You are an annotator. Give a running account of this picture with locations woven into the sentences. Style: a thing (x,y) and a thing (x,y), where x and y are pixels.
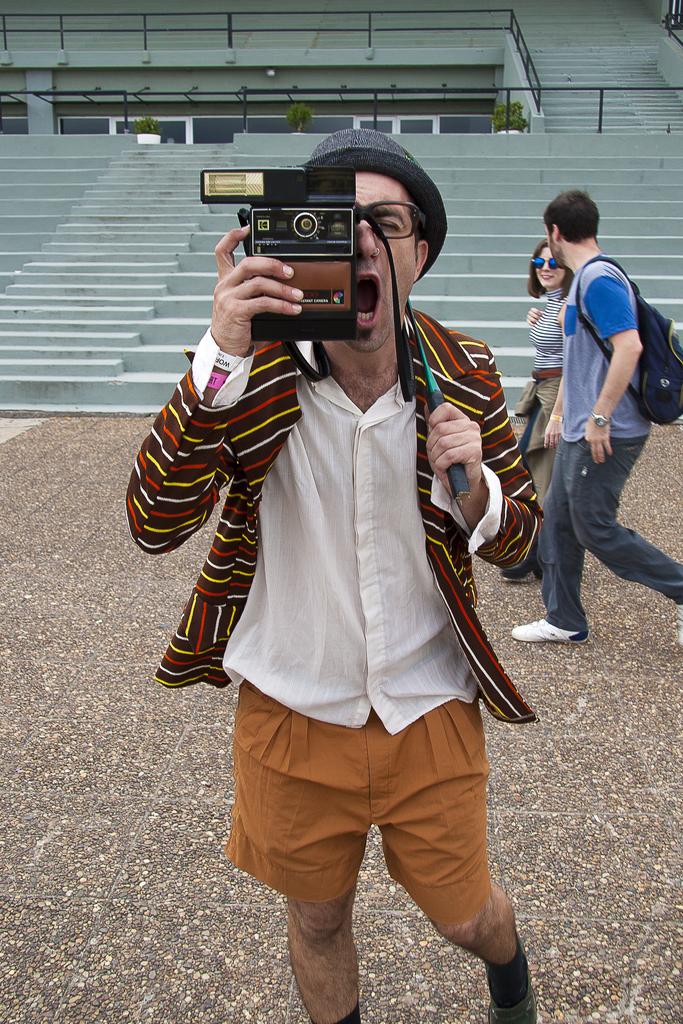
In this image i can see a person (356,535) holding a camera (313,240) in his hands (294,296). In the background (585,458) i can see 2 persons (633,421) walking on a street (606,580) and in the background (488,279) i can also see stairs (489,223), few plants (297,125) and windows (232,130).
